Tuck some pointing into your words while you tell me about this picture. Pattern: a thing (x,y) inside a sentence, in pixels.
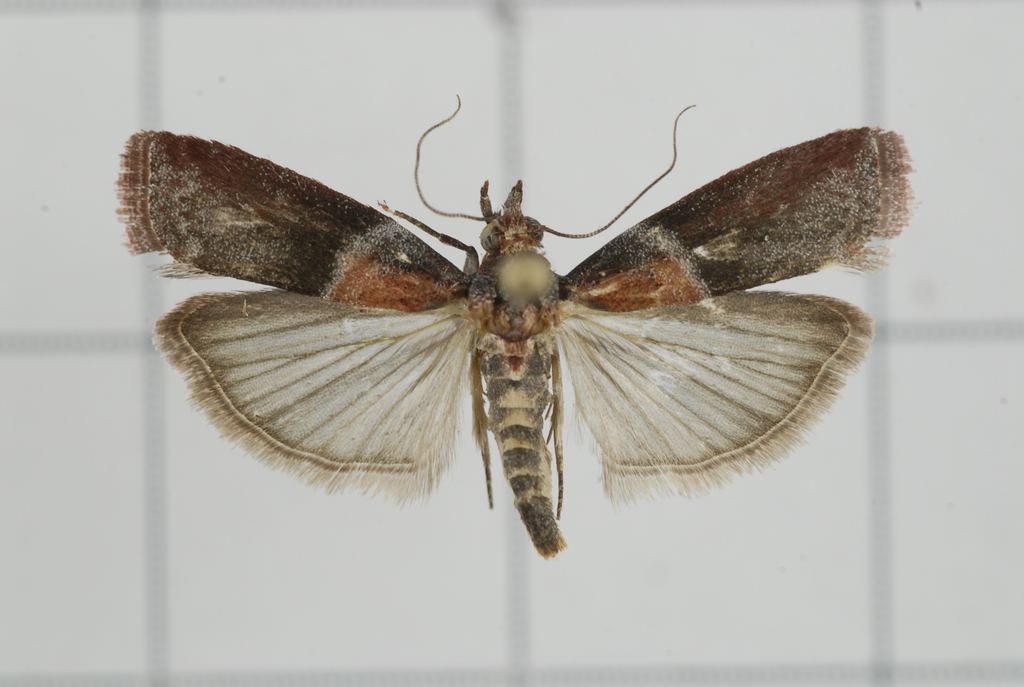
It is an insect (680,323) which is in brown color.
